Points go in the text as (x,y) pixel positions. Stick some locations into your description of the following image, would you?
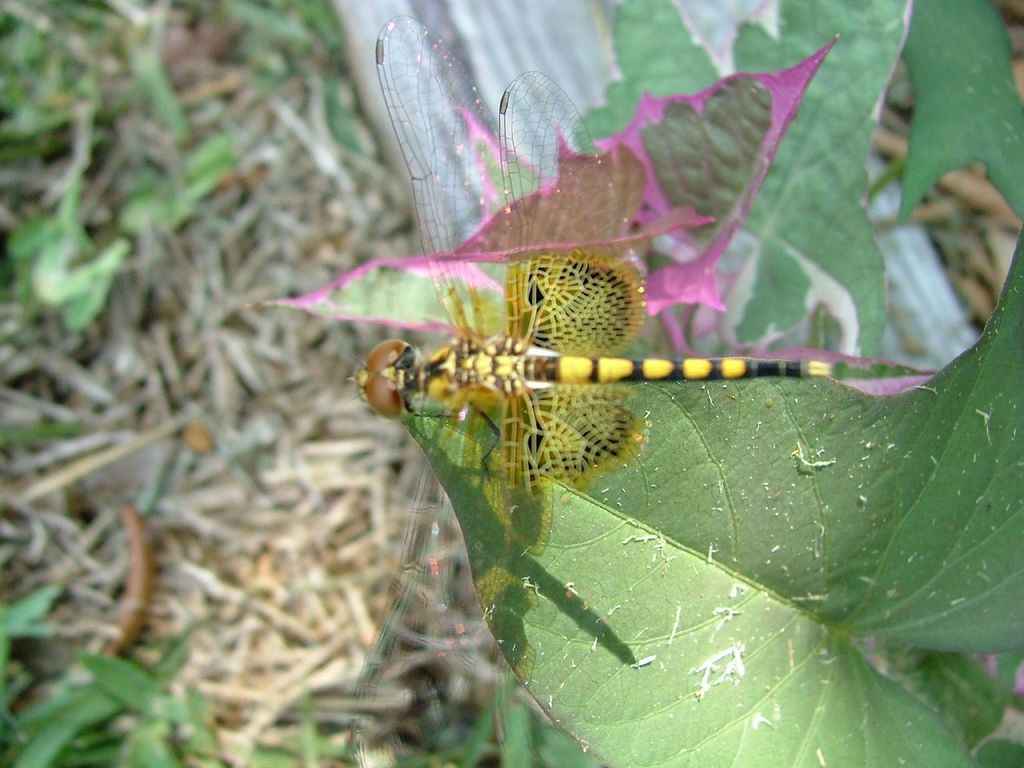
This picture describe about a yellow color and black insect (557,416) sitting on the green leaf (563,544). Behind we can see a blur background (229,564).
